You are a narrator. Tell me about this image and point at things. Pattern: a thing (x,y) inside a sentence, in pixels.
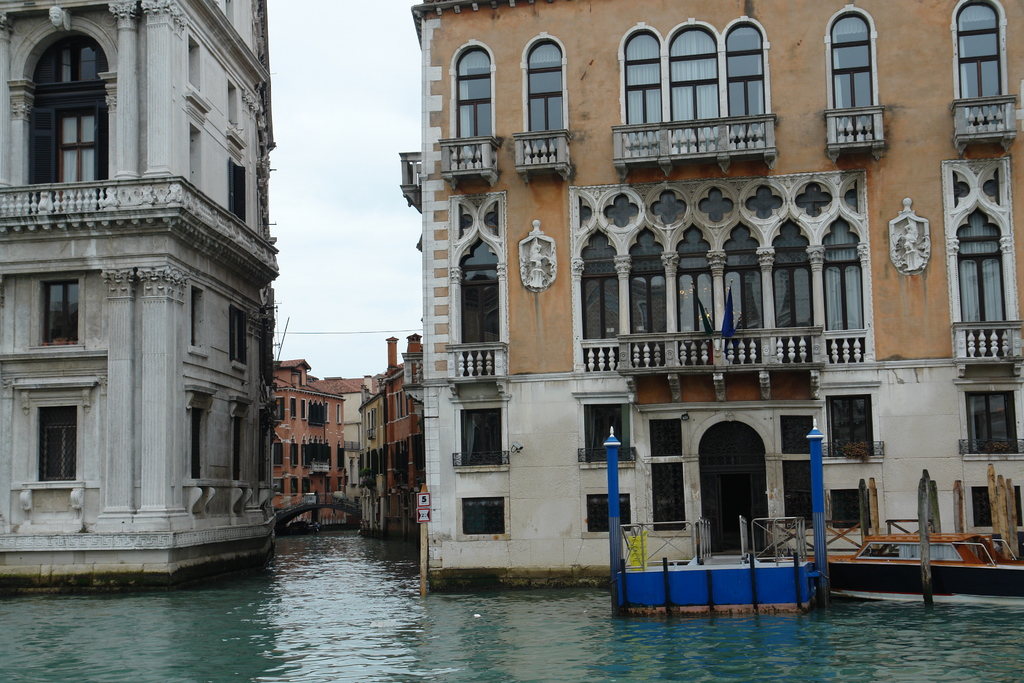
In the foreground of the picture (254,622) there is a canal (200,670). On the right (1004,589) there are flag (728,305), building (644,183), windows (858,314), dock (807,568) and boat (966,550). In the center of the picture (400,429) there are buildings (322,483) and canal (329,533). On the left (52,296) there is a building (139,150). Sky (347,147) is cloudy.
